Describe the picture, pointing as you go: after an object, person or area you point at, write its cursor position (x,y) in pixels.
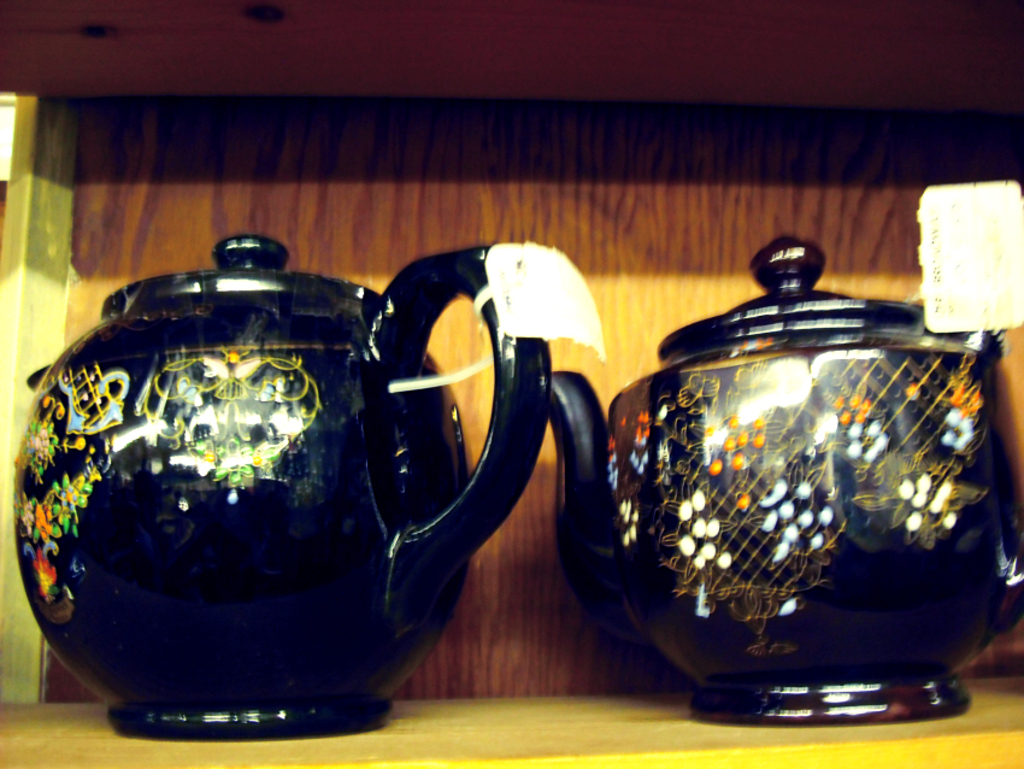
In this image in the center (507,405) there are two pots (507,471), and in the background (206,141) there is a wooden board (88,151). At the top (321,54) and bottom also there are wooden boards (650,735).
